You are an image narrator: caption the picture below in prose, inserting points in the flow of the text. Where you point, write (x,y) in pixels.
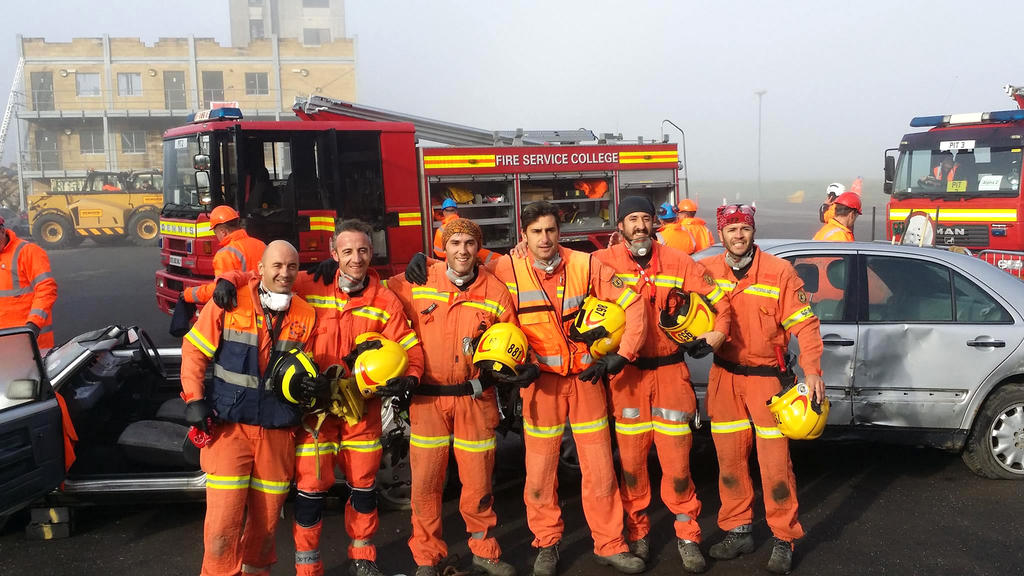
In this picture we can see six men (316,451) standing in the front (325,353), wearing orange color fire fighting dress (646,334), smiling and giving a pose to the camera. Behind there is a car (888,348) and red fire extinguisher truck (427,189). In the background (260,95) we can see brown color house (208,90).
